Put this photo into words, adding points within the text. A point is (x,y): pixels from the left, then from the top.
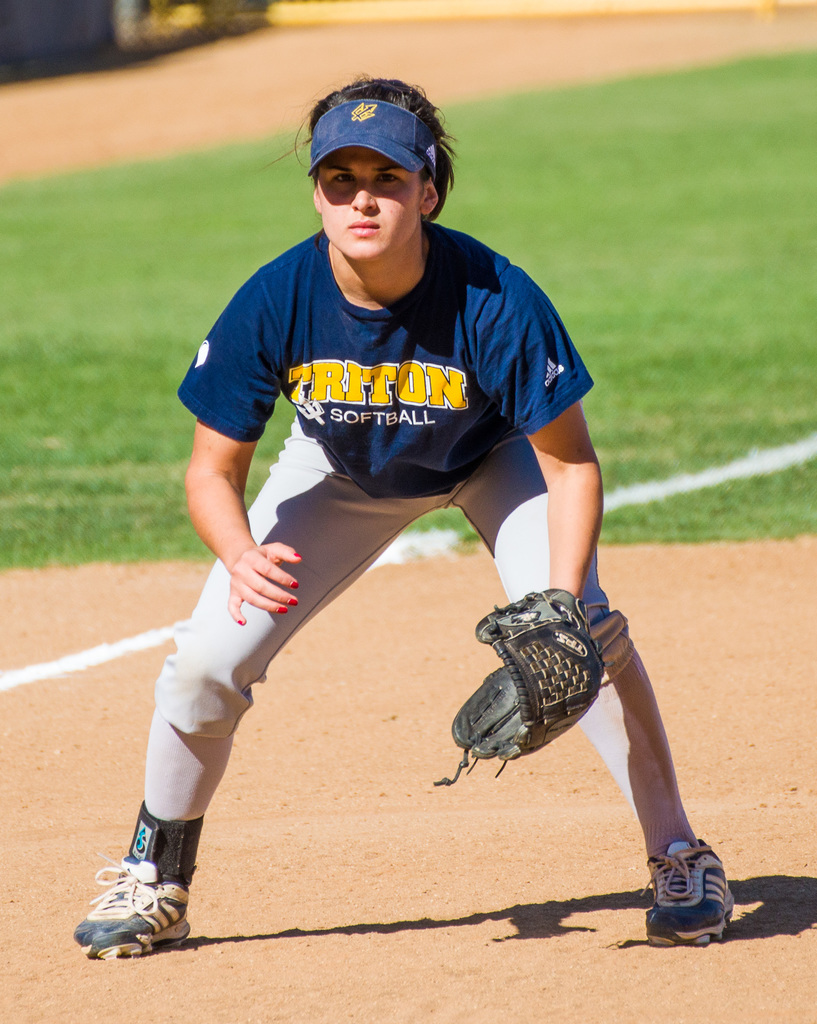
In the middle of the image (527,571) a woman (363,88) is standing and watching. Behind her there is grass (755,507).
